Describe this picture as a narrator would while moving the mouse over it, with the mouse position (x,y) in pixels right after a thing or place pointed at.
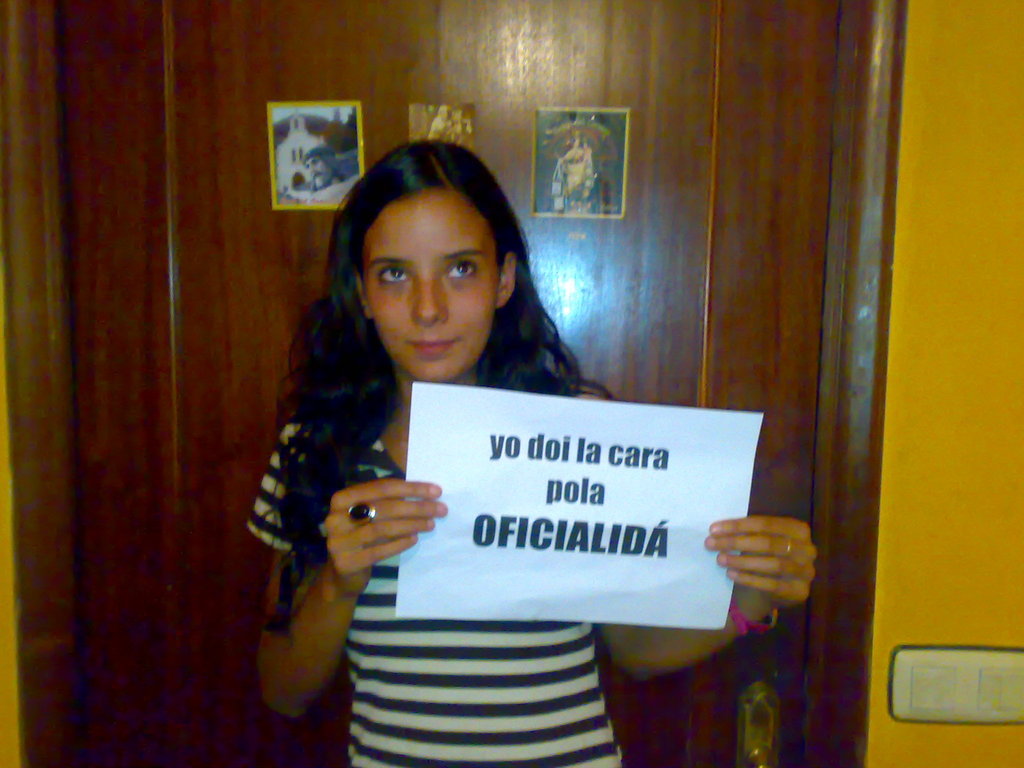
This image is taken indoors. On the right side of the image (907,540) there is a wall (940,747) and there is a switchboard (927,697) on the wall (931,611). In the middle of the image (433,334) a girl (381,472) is standing and she is holding a paper (487,520) with a text (502,529) on it. In the background (197,277) there is a wooden door (187,374) with a few stickers (358,130) on it.
